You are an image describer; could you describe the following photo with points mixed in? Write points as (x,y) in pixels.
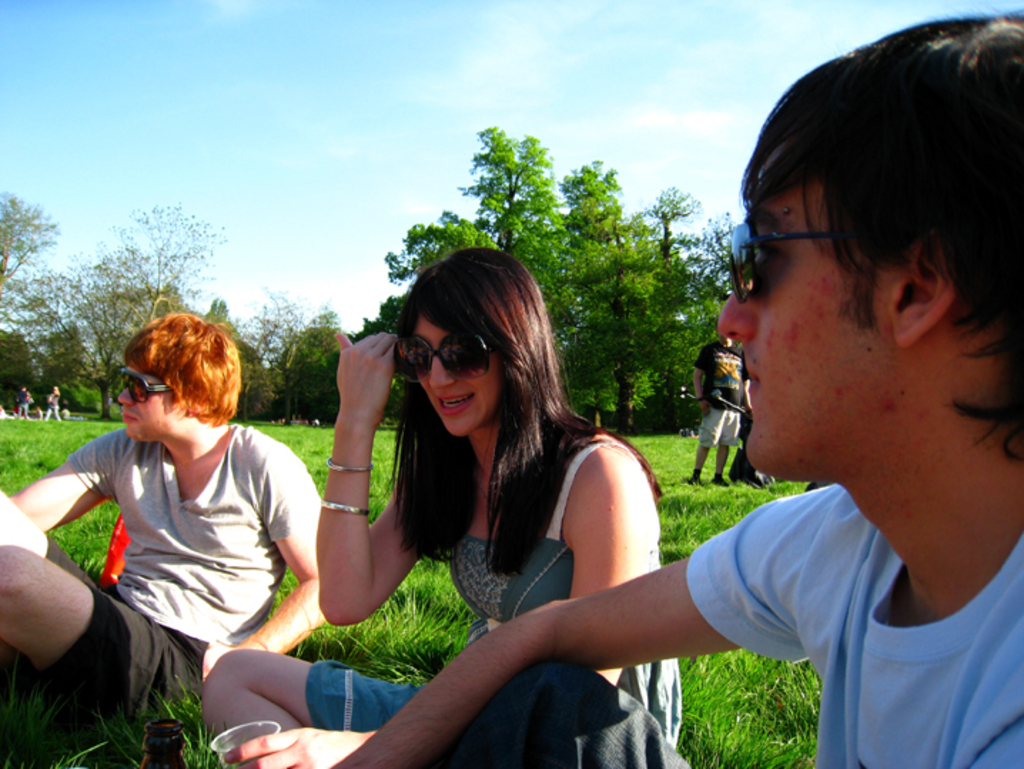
In this image we can see many people (285,503). Some are sitting. They are wearing goggles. On the ground (60,429) there is grass (60,429). In the back (490,82) there are trees (563,294) and there is sky (399,93) with clouds (530,61).
